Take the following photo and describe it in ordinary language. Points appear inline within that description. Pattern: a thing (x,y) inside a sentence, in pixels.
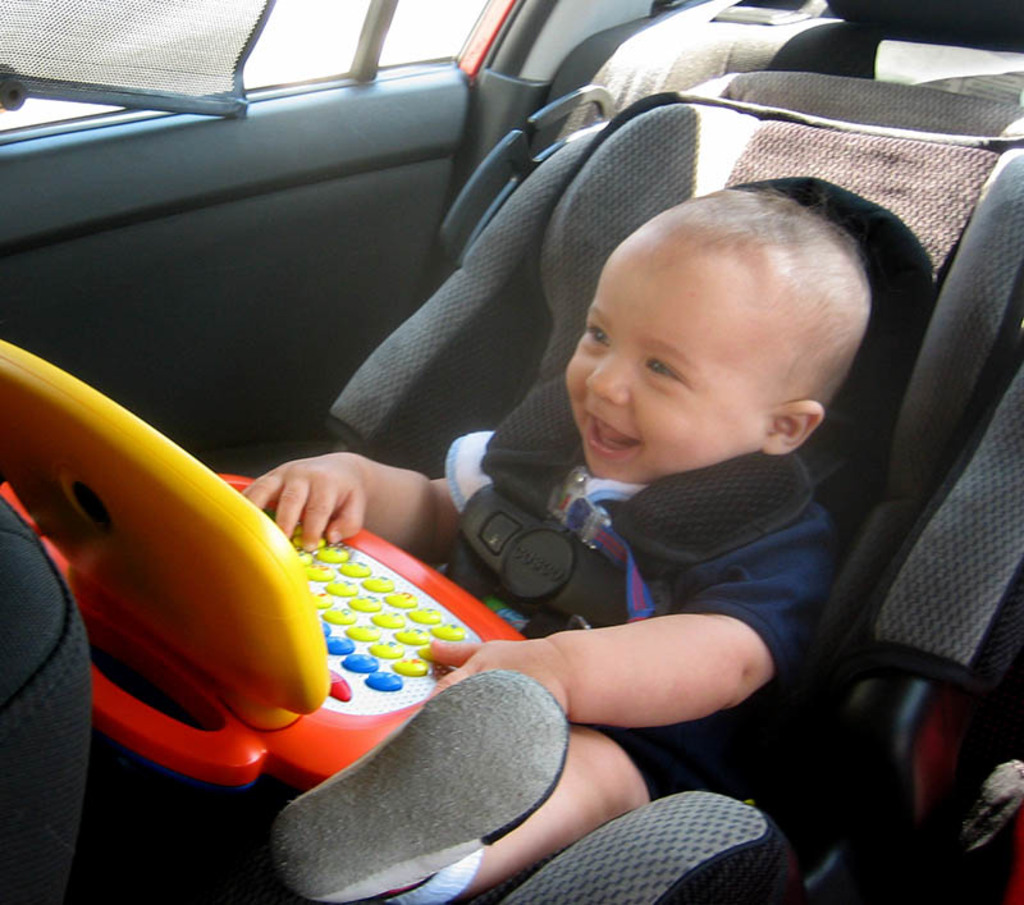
This image is clicked inside a vehicle (340,278). There is an infant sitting on a car seat (890,401). There is a belt (517,548) around him. He is holding an object (159,570) in his hand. Behind the seat (380,433) there is a window (328,9) of the vehicle (266,115).
